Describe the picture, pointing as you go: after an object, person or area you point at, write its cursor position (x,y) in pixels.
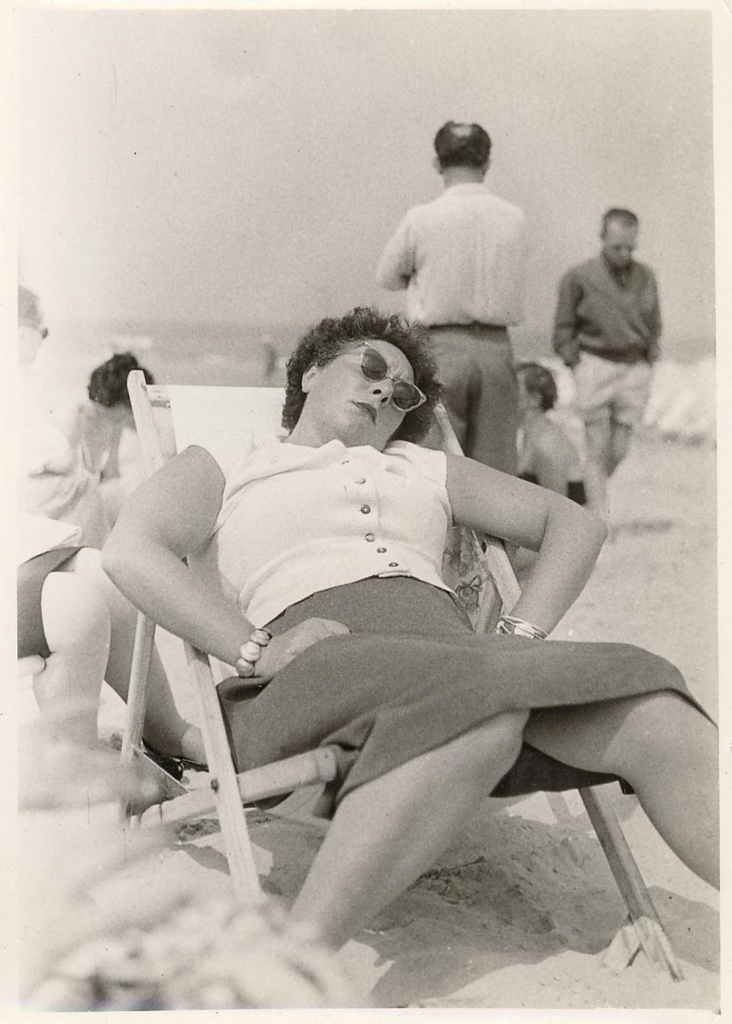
This picture describes about group of people (387,573), few are seated and few are walking, in the middle of the image (312,436) we can see a woman (419,470), she wore spectacles (391,367).
